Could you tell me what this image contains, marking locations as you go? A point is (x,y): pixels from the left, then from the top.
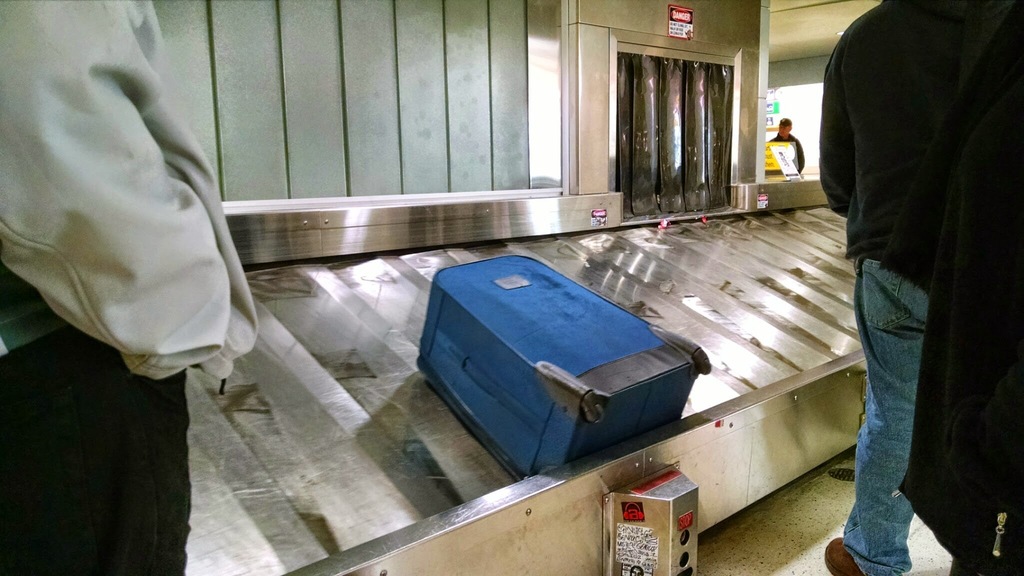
In this image I can see few people (206,310) standing and wearing the white and black color dress (976,247). In-front of these people (940,335) I can see the blue color bag (470,343) on the conveyor belt (606,291). In the back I can see one person (801,168) and there are boards (775,156) in-front of that person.
